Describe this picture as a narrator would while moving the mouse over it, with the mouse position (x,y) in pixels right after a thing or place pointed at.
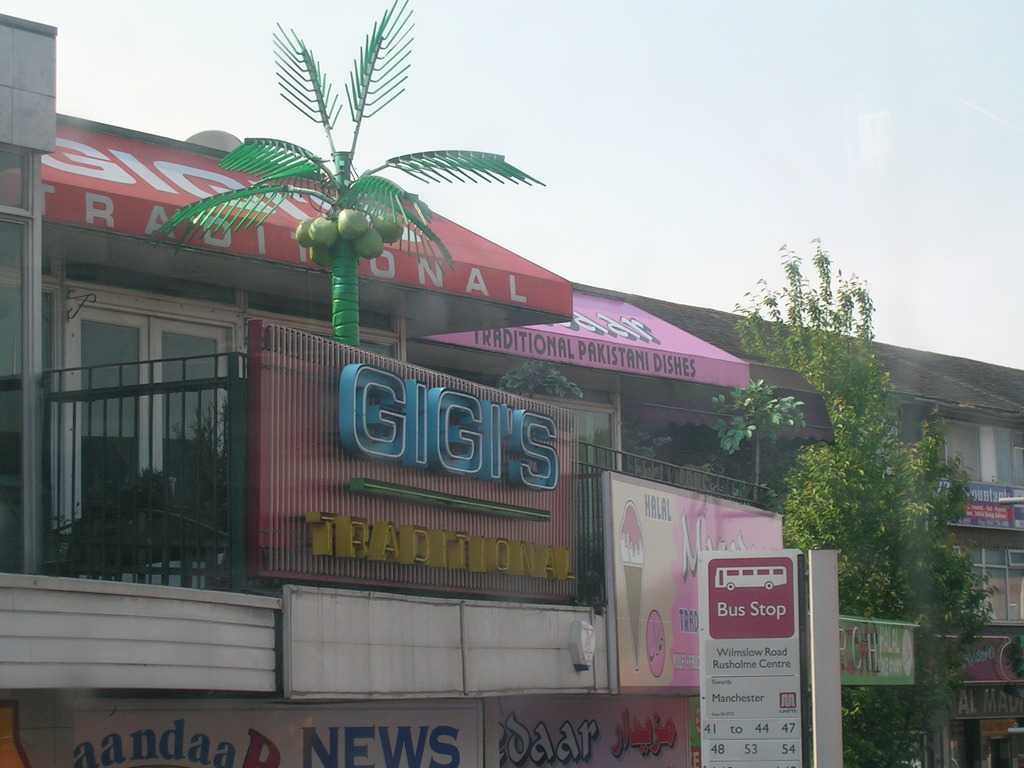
In this image there are buildings (454,632), text boards (666,653), hoardings (666,614) and some information boards (779,652) are present. Image also consists of trees (914,518). At the top (660,87) there is sky (643,105). There is also an artificial coconut tree (348,199).
